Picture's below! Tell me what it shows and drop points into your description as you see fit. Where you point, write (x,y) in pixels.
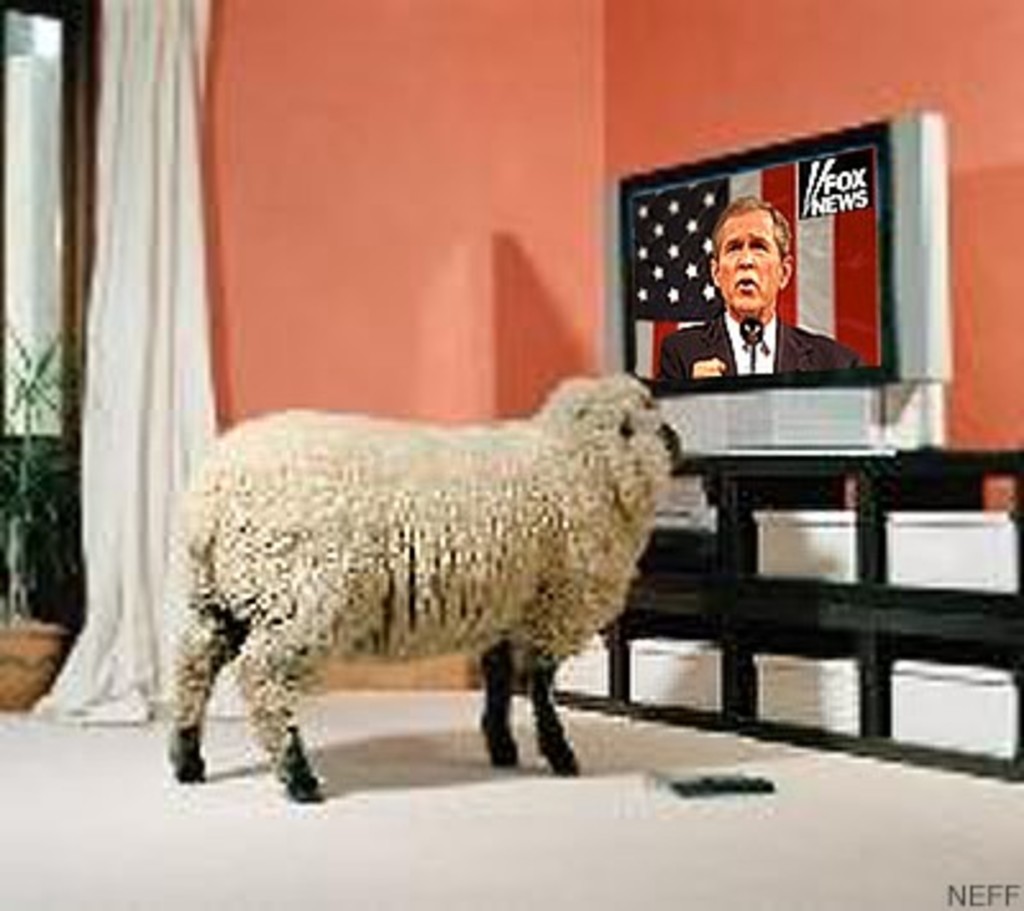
We can able to see a sheep (517,557), curtain (166,495) and television (842,254). This television (828,319) is on a rack (968,487).
